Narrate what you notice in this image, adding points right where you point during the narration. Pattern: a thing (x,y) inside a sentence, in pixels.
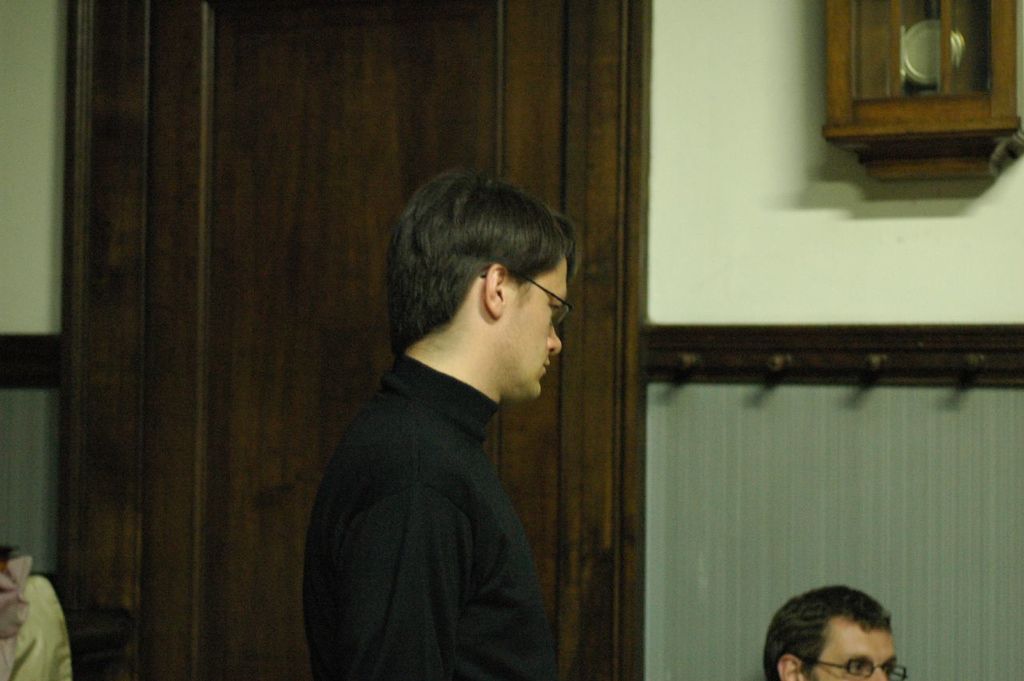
In the center of the image (435,411) we can see a person (429,503) with black t shirt (459,557). Image also consists of another person (826,637). There is a wall clock (946,56) in this image. We can also see a door (341,275).
